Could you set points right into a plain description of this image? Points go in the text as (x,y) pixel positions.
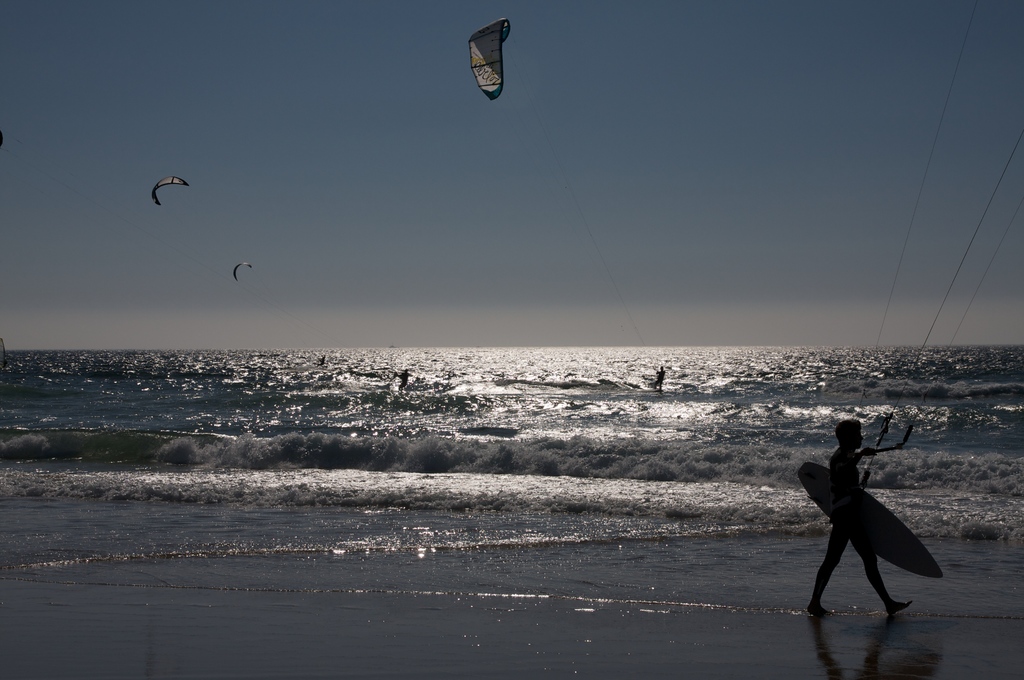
This picture is clicked at a beach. There is a person (835,467) walking holding a surfboard (869,506) in his hand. There are parachutes (493,78) in the air (202,176). There are waves (323,461) on the shore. In the background (556,487) there is water (571,347) and sky (644,203).
